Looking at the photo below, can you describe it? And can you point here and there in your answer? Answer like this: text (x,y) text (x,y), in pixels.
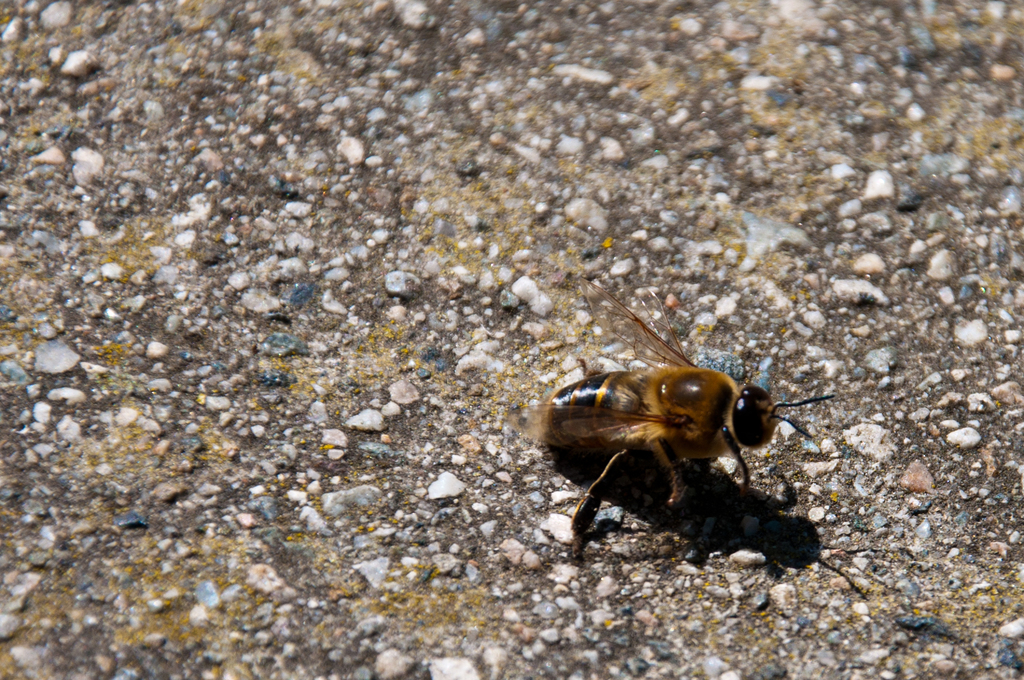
This picture contains honey bee (641,411), which is in black and brown color. It has two antennas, legs (579,521) and we even see the wings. At the bottom of the picture (489,583), we see small stones (343,269).
